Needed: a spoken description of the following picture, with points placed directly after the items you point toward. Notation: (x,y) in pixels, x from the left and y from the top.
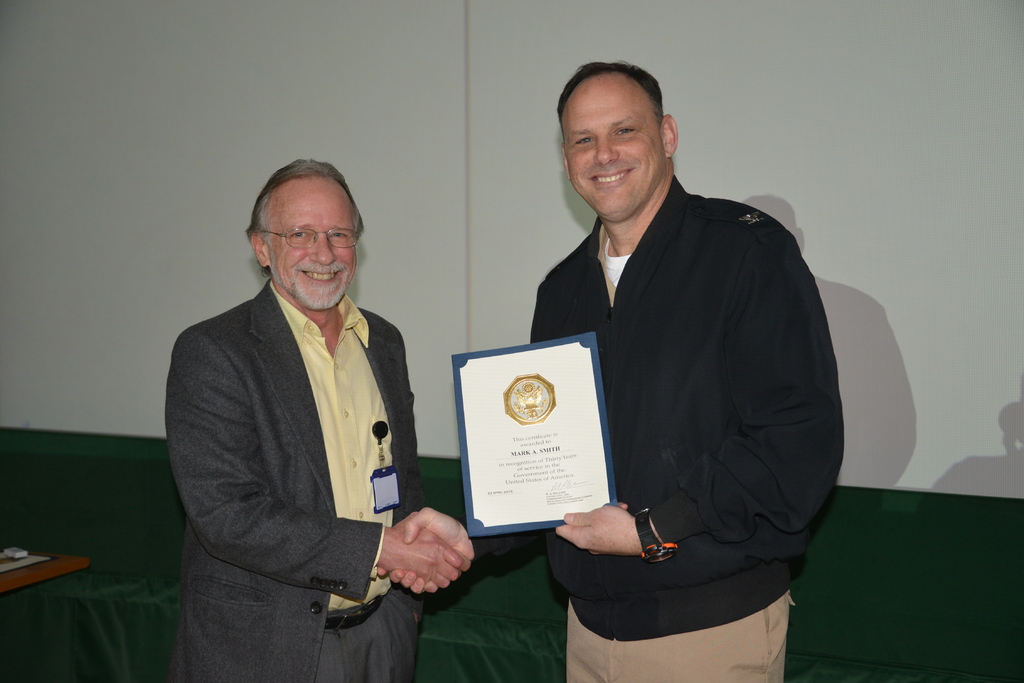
In the center of the image (618,230) there are two persons (333,203) shaking hands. In the background of the image (349,152) there is wall (188,98). There is a green color sofa (62,456). To the left side of the image (17,583) there is a table (30,560).
